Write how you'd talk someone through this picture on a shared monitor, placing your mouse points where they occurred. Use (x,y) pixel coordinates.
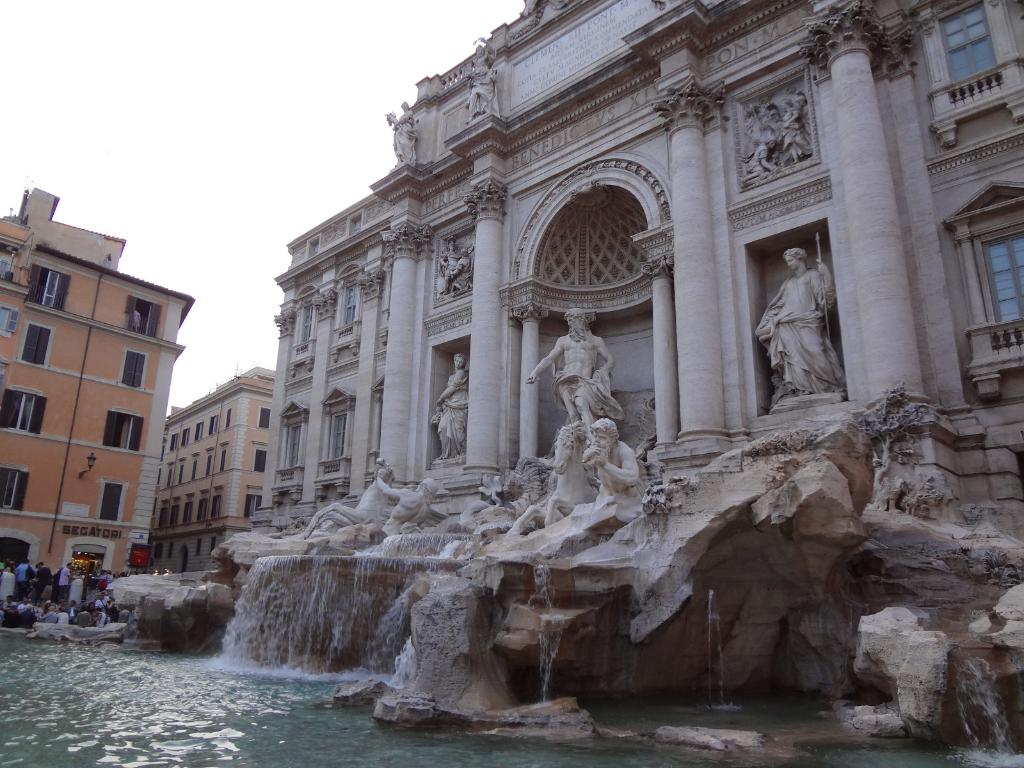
Here we can see buildings (456,322). In-front of this building (605,217) there are sculptures (577,392) and water (197,691). To these buildings (269,446) there are windows (227,417). Here we can see people (61,581).
